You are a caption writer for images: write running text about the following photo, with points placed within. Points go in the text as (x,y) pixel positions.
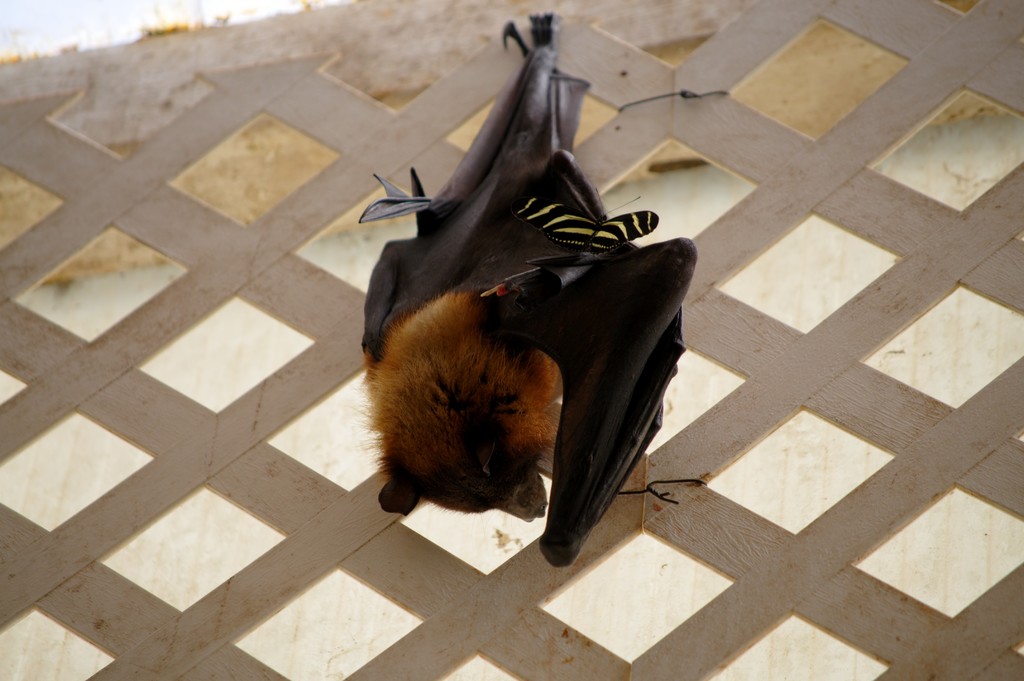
In this image we can see a butterfly (586,235) on an animal (516,465).
